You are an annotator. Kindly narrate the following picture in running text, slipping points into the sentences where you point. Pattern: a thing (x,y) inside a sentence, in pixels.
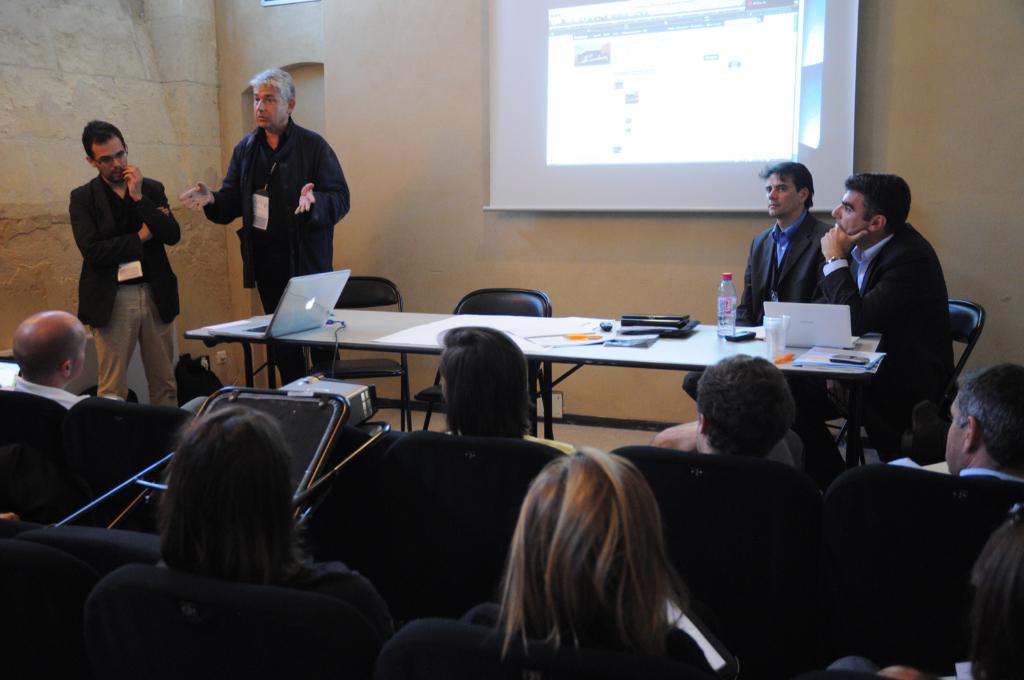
In the image we can see there are people (251,235) sitting and two of them (251,235) are standing, they are wearing clothes (243,161). There are many chairs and a table (564,360), on the table (322,339), we can see electronic devices (316,325), a bottle (722,315), glass (779,340) and papers (816,358). Here we can see the cable wire (340,340), wall (369,113) and the projected screen (567,62).
